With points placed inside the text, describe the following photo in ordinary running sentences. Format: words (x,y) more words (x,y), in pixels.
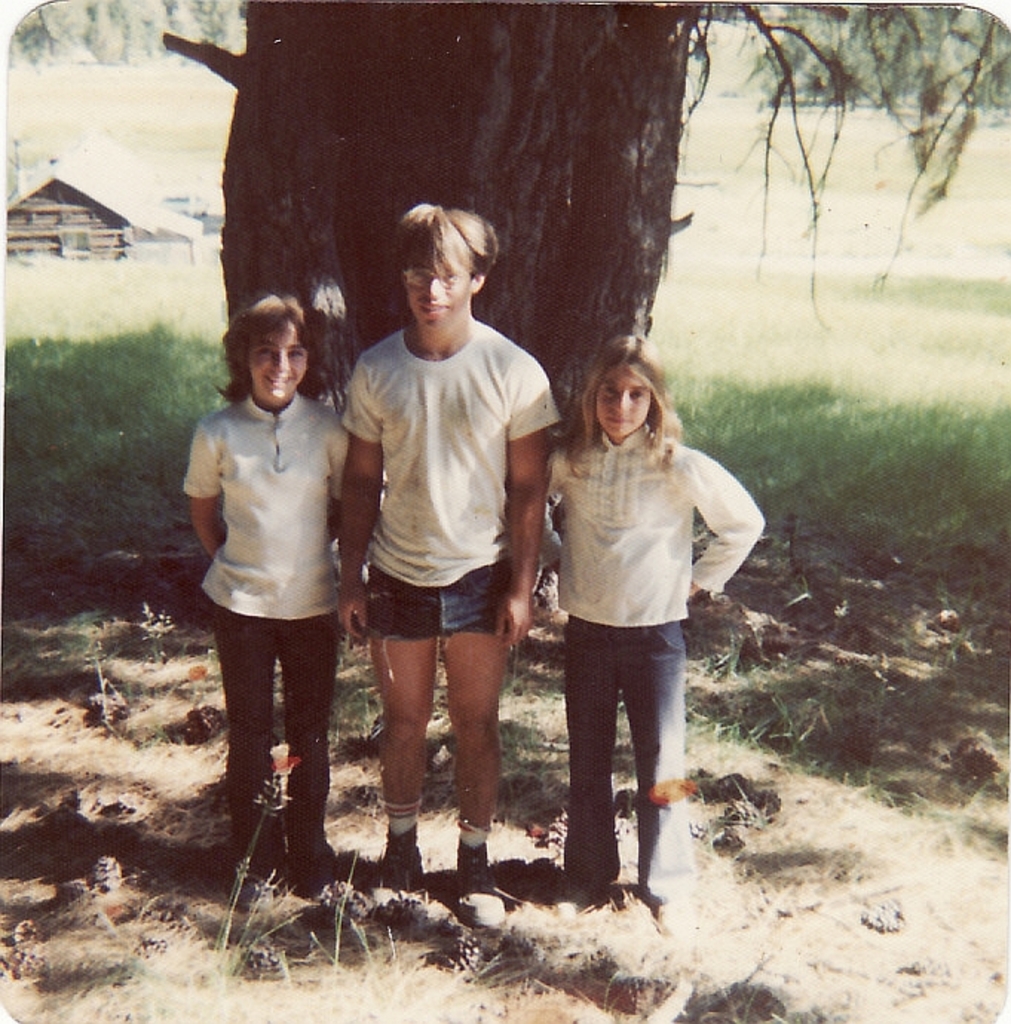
In this picture I can see there are three persons (619,642) standing here and the person (536,458) at the middle (458,413) is a boy (468,468) and he is wearing a white t-shirt (429,470) and shorts (366,591) and there are two girls (566,622), they are also wearing white shirts (688,499) and pants (645,696). In the backdrop (320,109) there is a tree (493,219) and there is grass (60,502) on the floor (84,333) and a building (81,179) and few trees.
